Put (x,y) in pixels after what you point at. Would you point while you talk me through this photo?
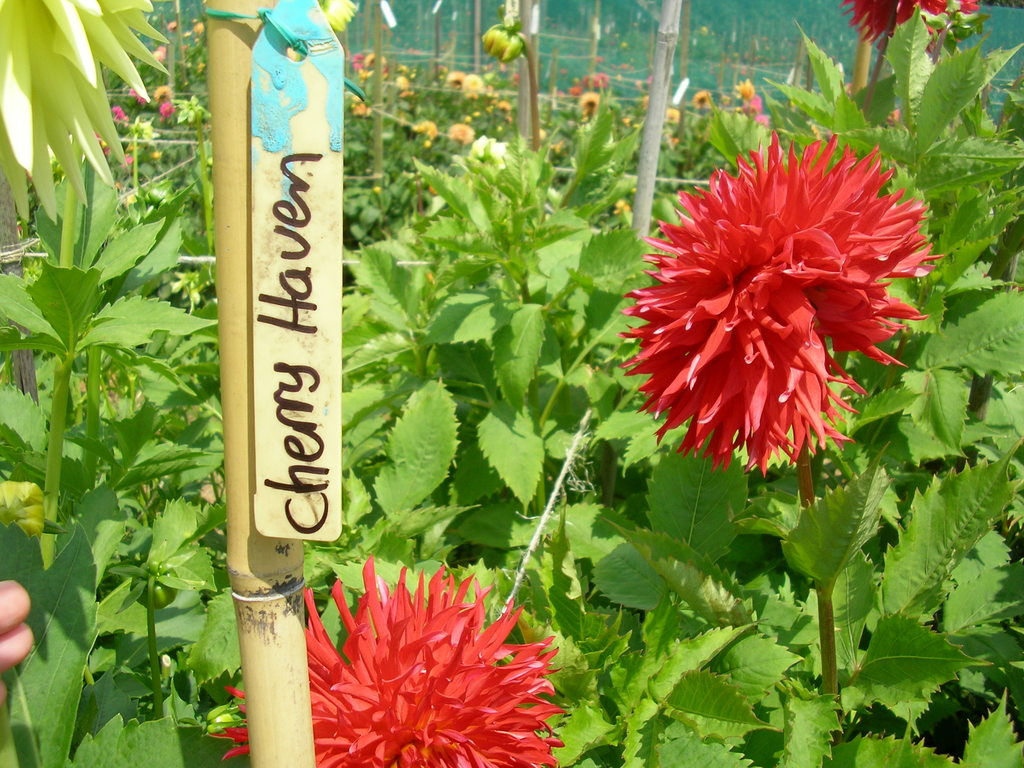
In this picture I can see plants (427,270) with flowers (20,169) and I can see few sticks (237,74) and a small board (291,354) to a stick (243,430) with some text (274,393). I can see a human hand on the left side of the picture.
